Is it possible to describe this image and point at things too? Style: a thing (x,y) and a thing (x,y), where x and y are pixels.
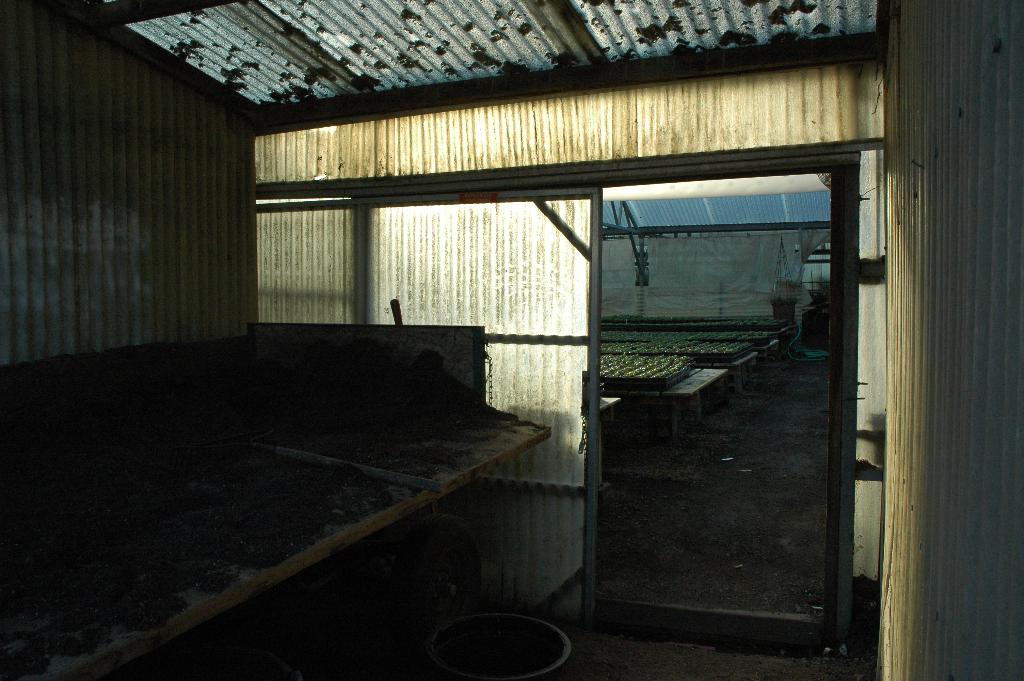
In the picture I can see closed place (41,278), which is looks like a shed (475,134).
